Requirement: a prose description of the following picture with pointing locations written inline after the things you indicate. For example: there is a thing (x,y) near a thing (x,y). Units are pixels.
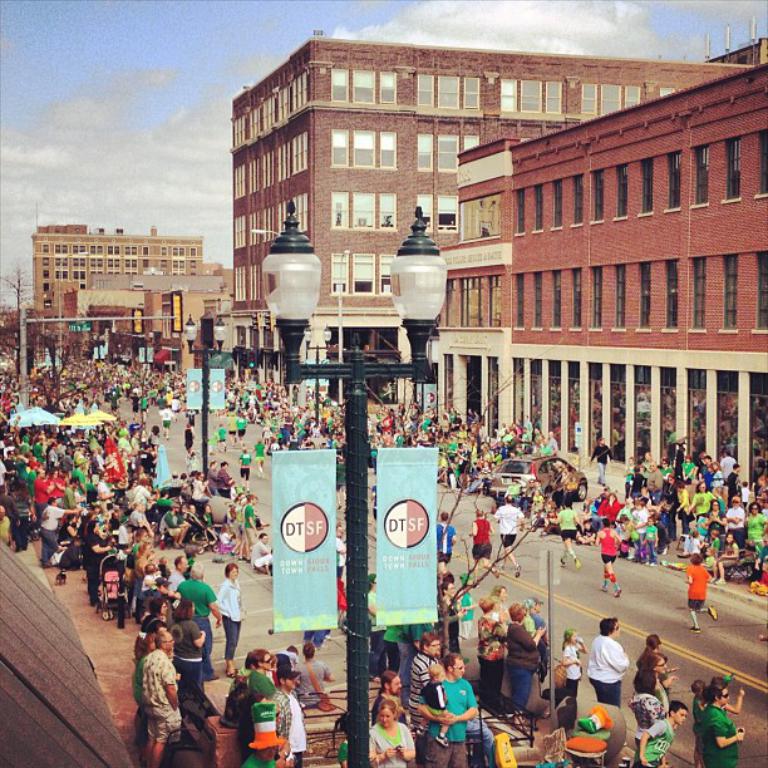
This is a street view. In this there are many people (751,547). There is a road (619,608) and there is a street light pole (351,566) with something (322,542) hanged on that. In the background (487,192) there are buildings (500,248) with pillars (587,388). And there is sky (151,109) with clouds (160,179) in the background (139,61).
